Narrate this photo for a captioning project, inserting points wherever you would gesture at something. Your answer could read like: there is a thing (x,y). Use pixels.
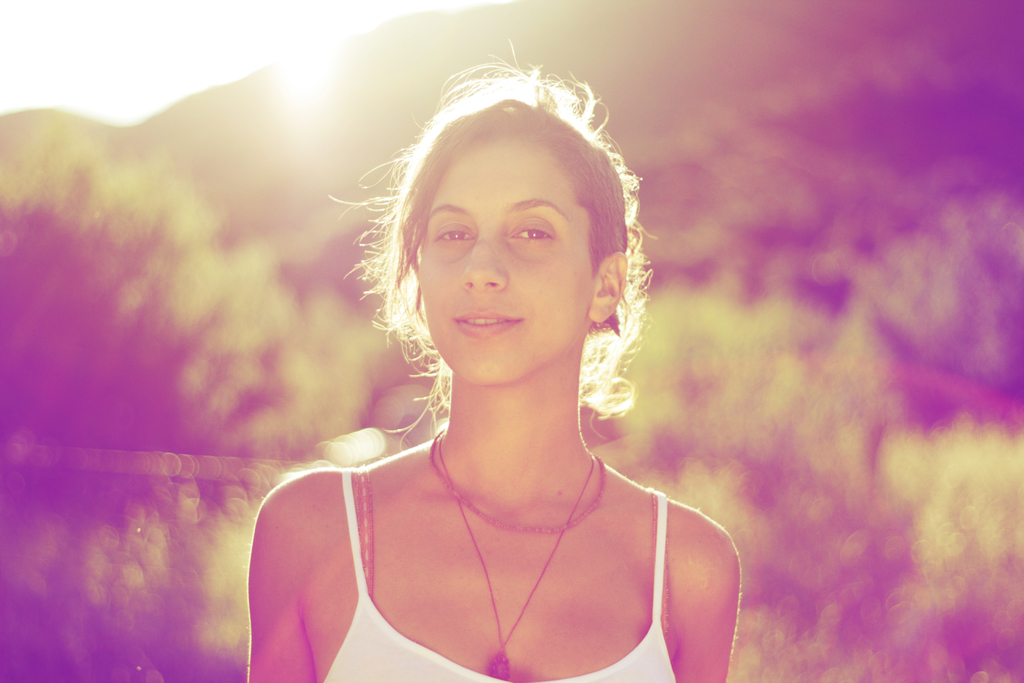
Front we can see a woman (645,663). Background (725,505) it is blur.
